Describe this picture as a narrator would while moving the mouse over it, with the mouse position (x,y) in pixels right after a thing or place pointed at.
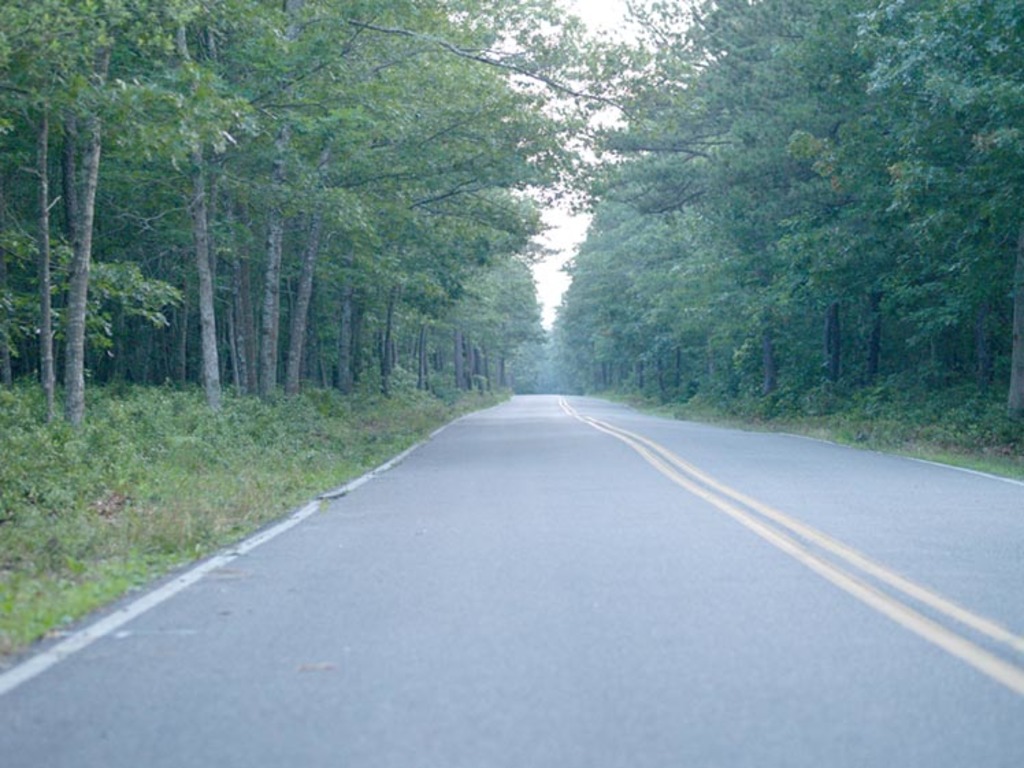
In this picture we can observe a road (545,469). There are some plants (24,491) and trees (290,283) on either sides of this road (514,638). In the background (548,272) there is a sky (555,211).
